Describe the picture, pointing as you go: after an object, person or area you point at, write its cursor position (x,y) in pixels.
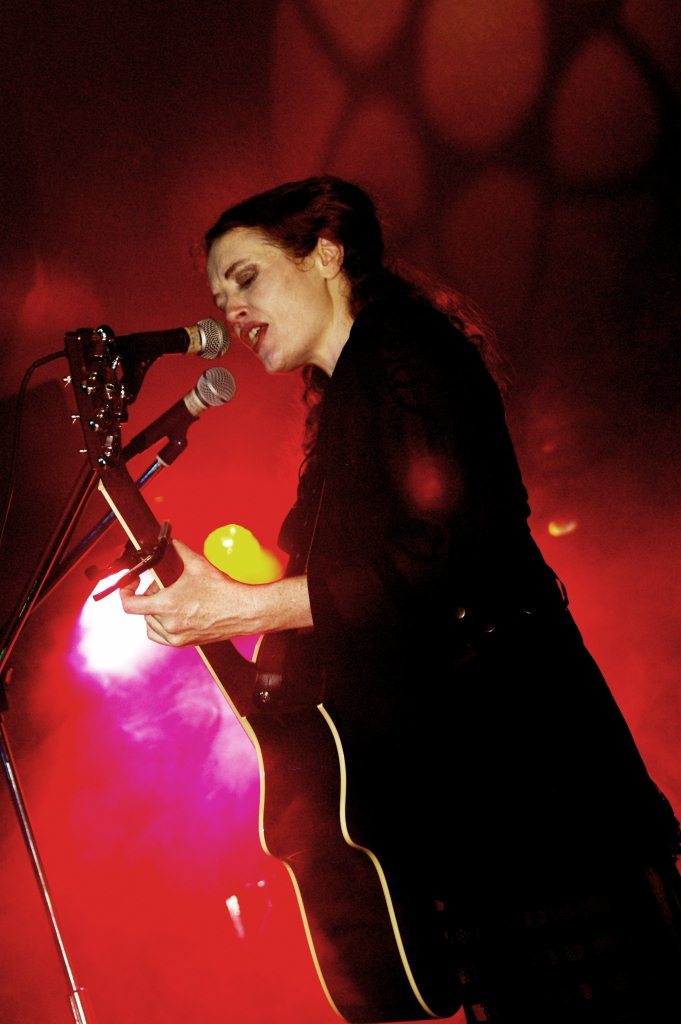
In this image there is a girl (473,681) who is standing and holding the guitar (290,743) in her hand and singing with the mic (205,348) which is in front of her.
